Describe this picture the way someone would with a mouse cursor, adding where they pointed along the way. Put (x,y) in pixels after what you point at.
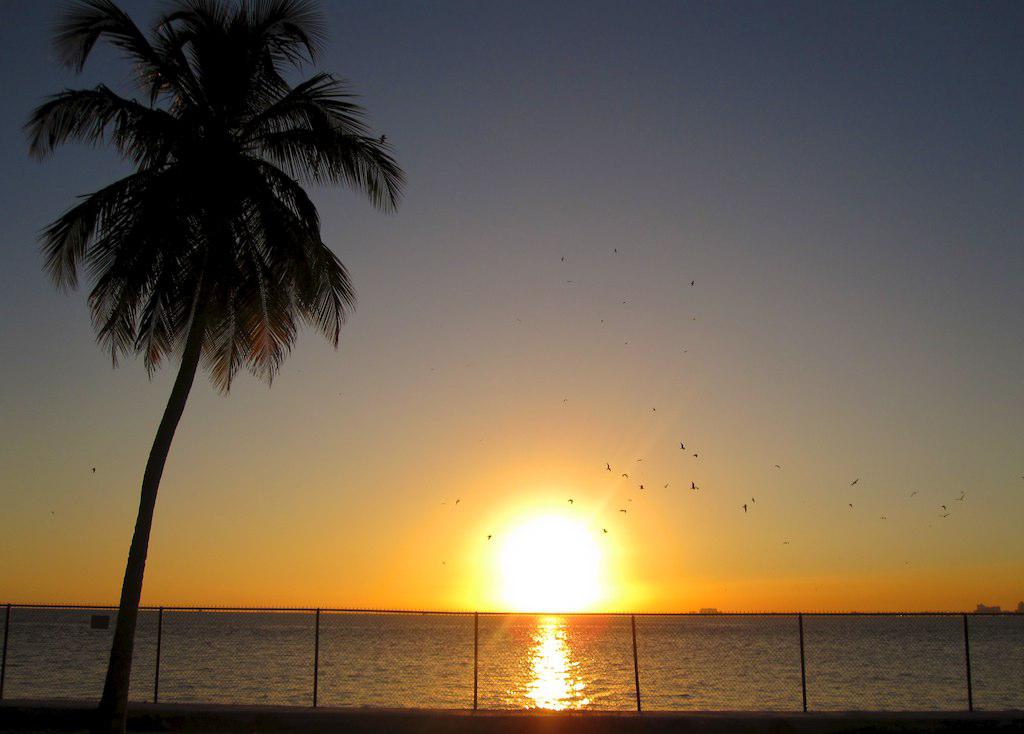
In this image, we can see a mesh (403,665), a tree (130,639) and there is water (731,666). In the background (454,460), we can see sunset (551,547) and there are some birds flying in the sky (576,214).
